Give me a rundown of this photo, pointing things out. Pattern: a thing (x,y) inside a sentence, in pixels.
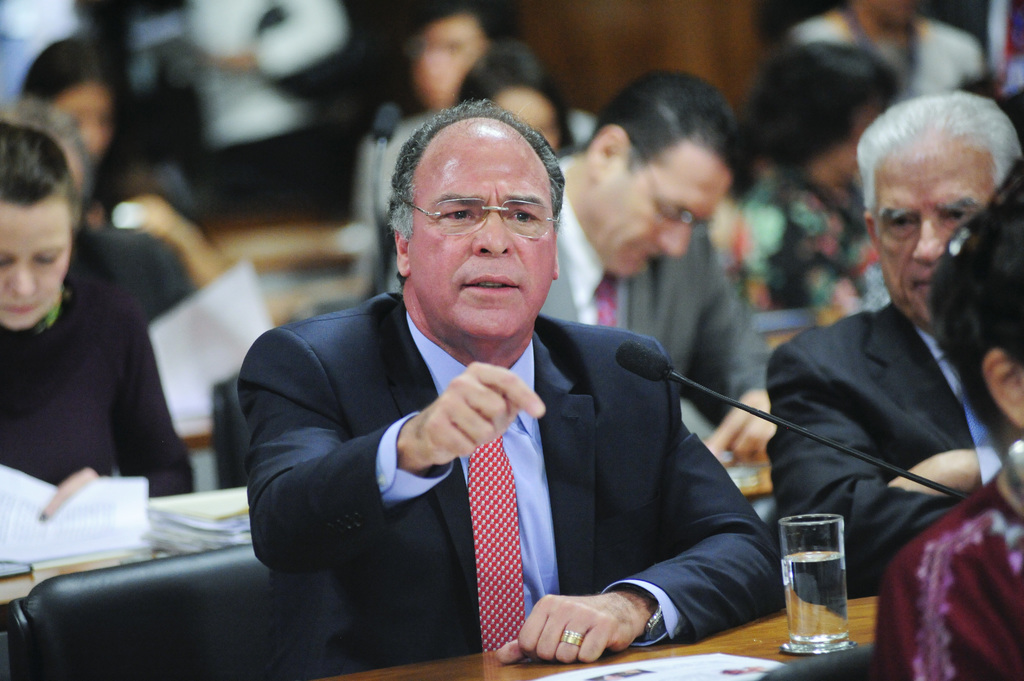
The image might be taken in a conference. In the image there are people (468,288), tables (859,602), papers (126,534), glasses (843,619), mic (723,399) and other objects (89,646). In the center of the picture (458,387) there is a person (451,480) in blue suit (382,378) talking.
